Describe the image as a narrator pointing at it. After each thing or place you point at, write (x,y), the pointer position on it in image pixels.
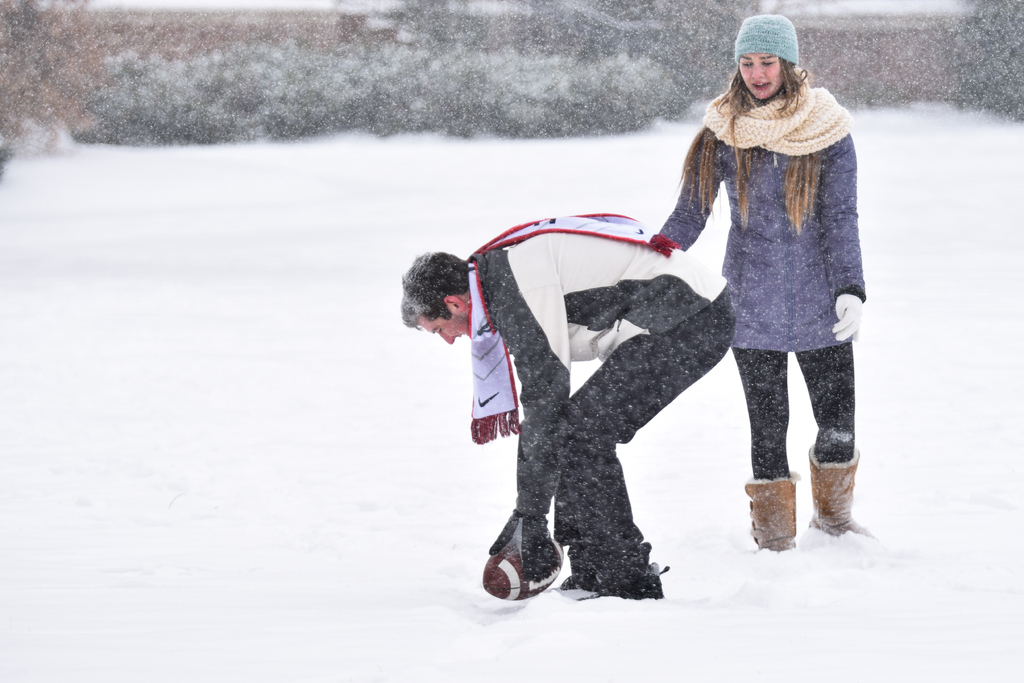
In the front of the image (546,256) I can see a man (640,261) and woman (761,234). Man (576,255) is holding a ball (490,563) and wore scarf (479,329). Land (479,569) is covered with snow (404,651). In the background of the image (1010,75) I can see plants (185,89).
